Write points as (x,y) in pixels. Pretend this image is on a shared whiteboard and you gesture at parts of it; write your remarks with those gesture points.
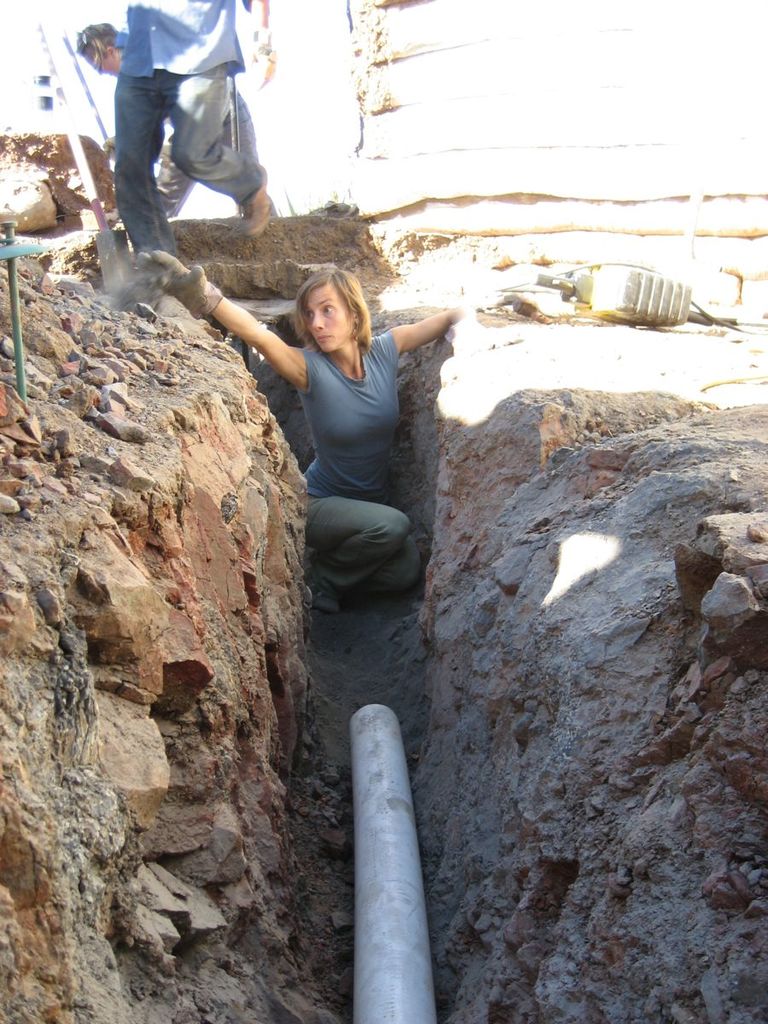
In this image, we can see people (304,295) and one of them is wearing gloves (149,261) and we can see some poles (96,117), pipe (378,825) and there is an object (617,275) and there are rocks (251,507).
